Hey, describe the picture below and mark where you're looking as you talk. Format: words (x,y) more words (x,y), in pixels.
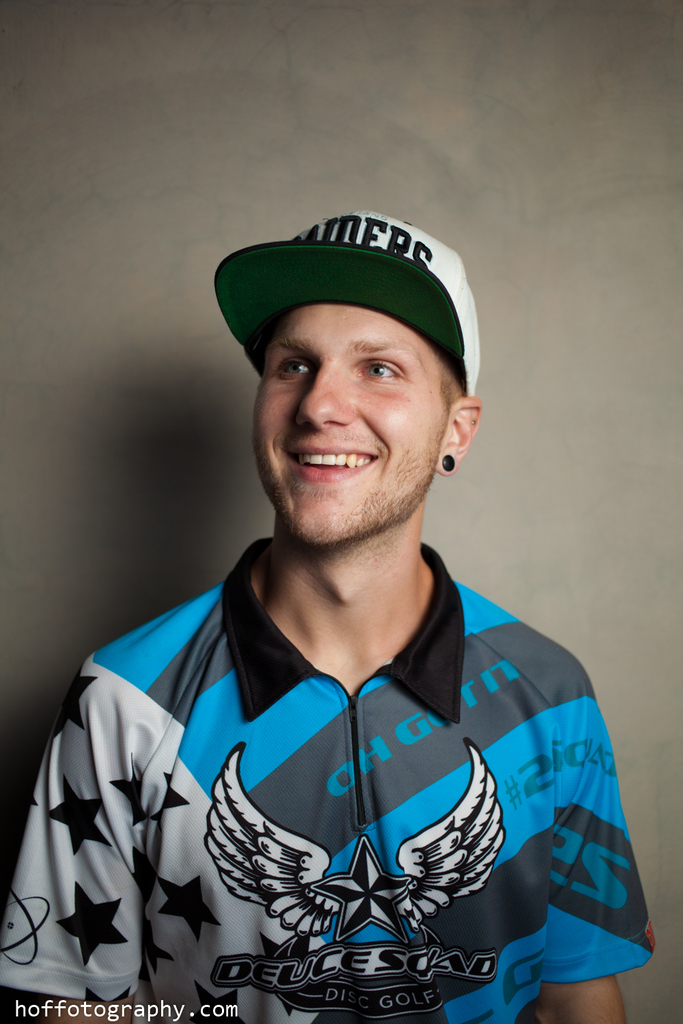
In this image we can see this person (402,596) wearing blue and black t-shirt (267,858) is smiling. In the background (544,194), we can see a wall (81,448). Here we can see some edited text (126,1011).
